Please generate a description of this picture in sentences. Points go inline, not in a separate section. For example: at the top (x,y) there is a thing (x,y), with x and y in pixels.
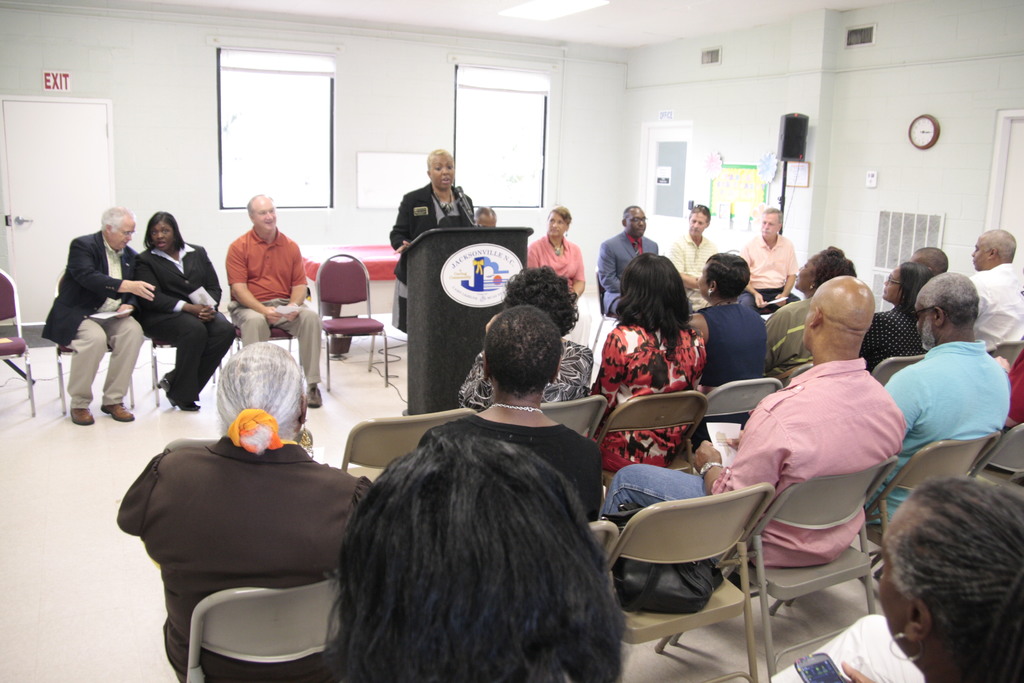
This is an inside view of a room (561,497). On the right side (758,458), I can see few people (281,563) are sitting on the chairs (979,442). In front of these people (798,421) there are some more people (184,341) sitting facing towards these people (780,419). In the middle of this image (445,272) I can see a person (433,212) standing in front of the podium (443,248) and speaking on the mike (457,189). In the background (362,137), I can see a wall (153,138) along with the windows (258,144) and a door (47,196). There are some posters (739,167) attached to the wall (743,99). On the right side (930,135), I can see a clock (918,132) is attached to the wall (889,105).
